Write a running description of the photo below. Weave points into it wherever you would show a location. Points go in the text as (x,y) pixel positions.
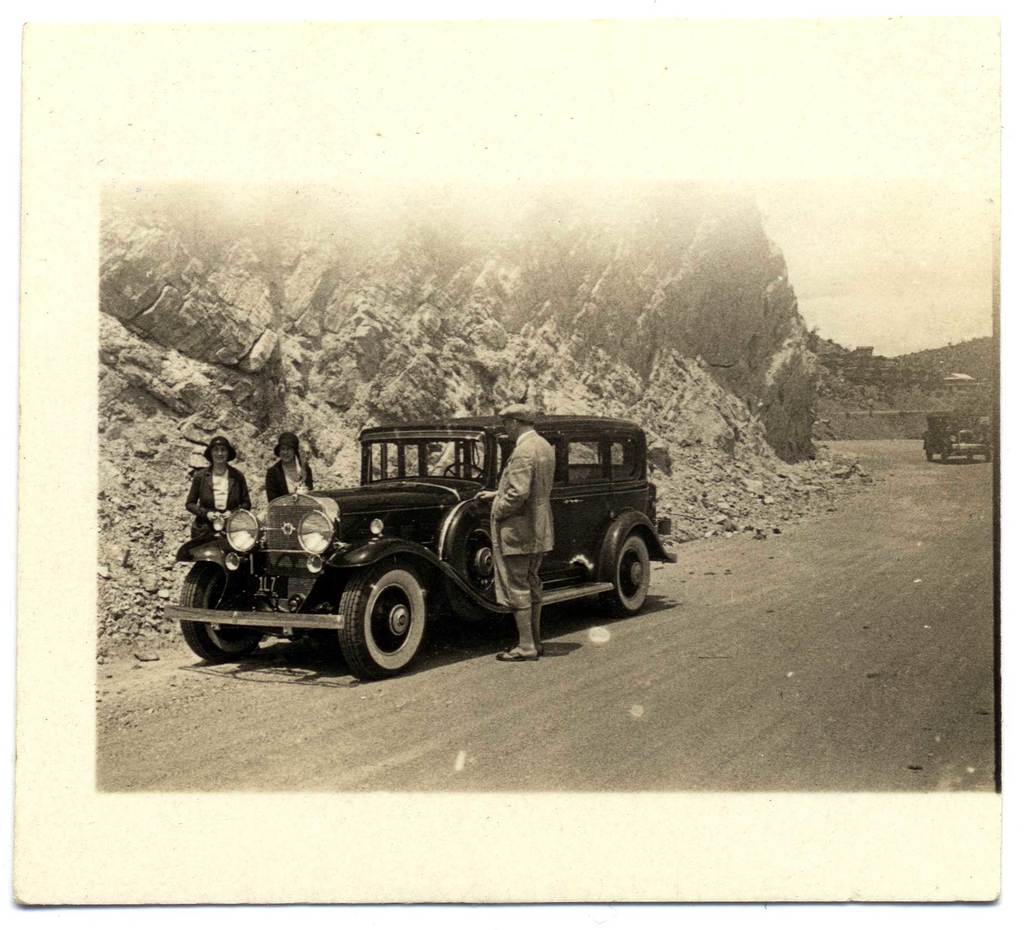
Black and white picture. Vehicles (369,608) are on the road (921,450). Beside this vehicle (438,472) three people (480,493) standing. This is rock wall (438,290).
